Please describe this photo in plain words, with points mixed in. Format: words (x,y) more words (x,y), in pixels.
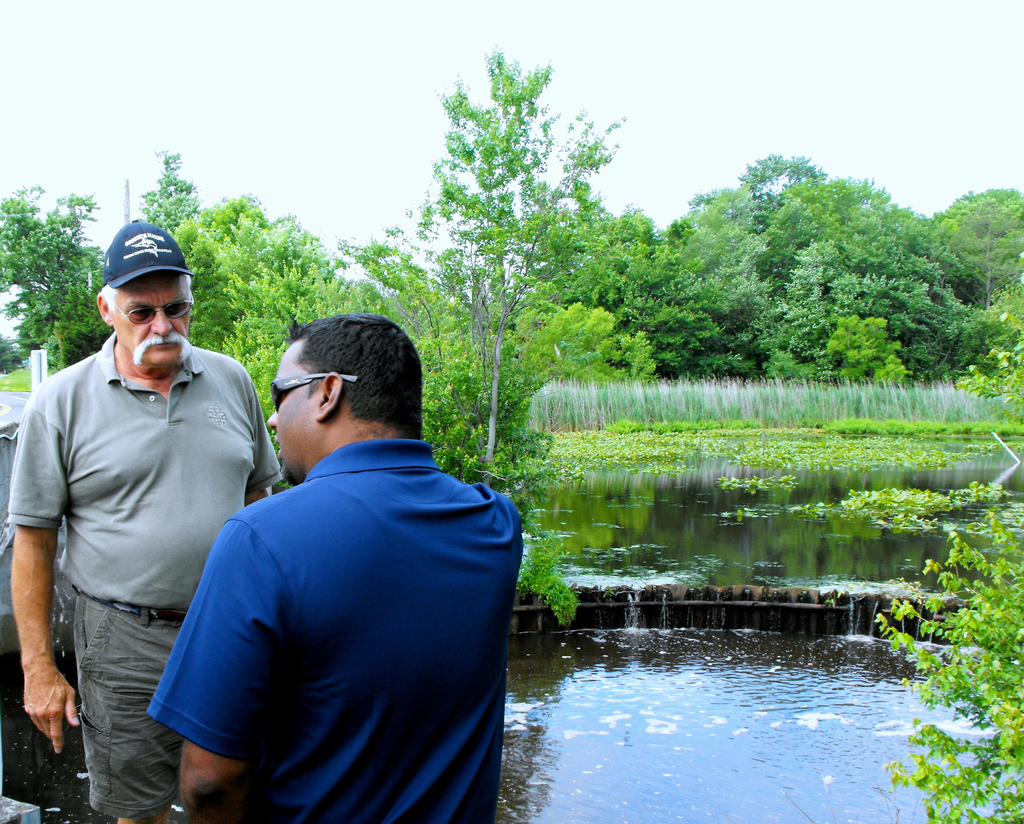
In this image we can see two men (336,668) standing. We can also see some plants (451,461), water (573,655), a group of trees (617,356) and the sky (626,132).
